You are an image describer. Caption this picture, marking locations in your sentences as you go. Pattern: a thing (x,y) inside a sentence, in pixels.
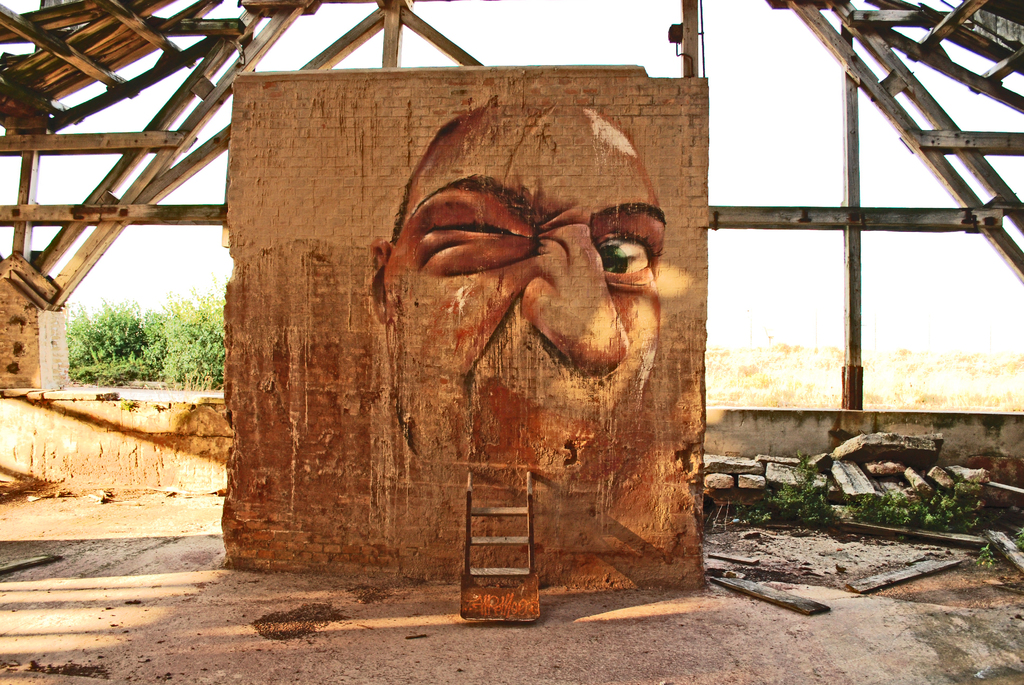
In this picture can see a brick wall (622,329) on it there is a painting (429,293), behind we can see some poles (931,43).
